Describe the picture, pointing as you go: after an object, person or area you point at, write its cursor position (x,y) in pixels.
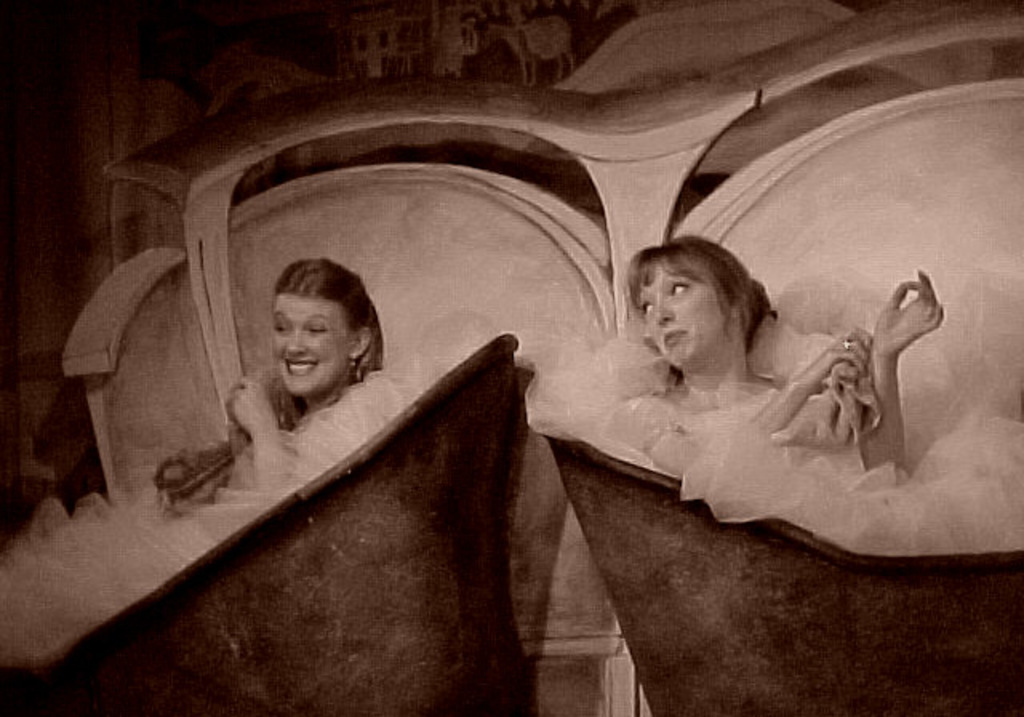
In this picture we can observe two women (692,372). One of them is smiling. This is a black and white image. We can observe tubs (363,619). In the background (466,74) there is a wall (539,30).
